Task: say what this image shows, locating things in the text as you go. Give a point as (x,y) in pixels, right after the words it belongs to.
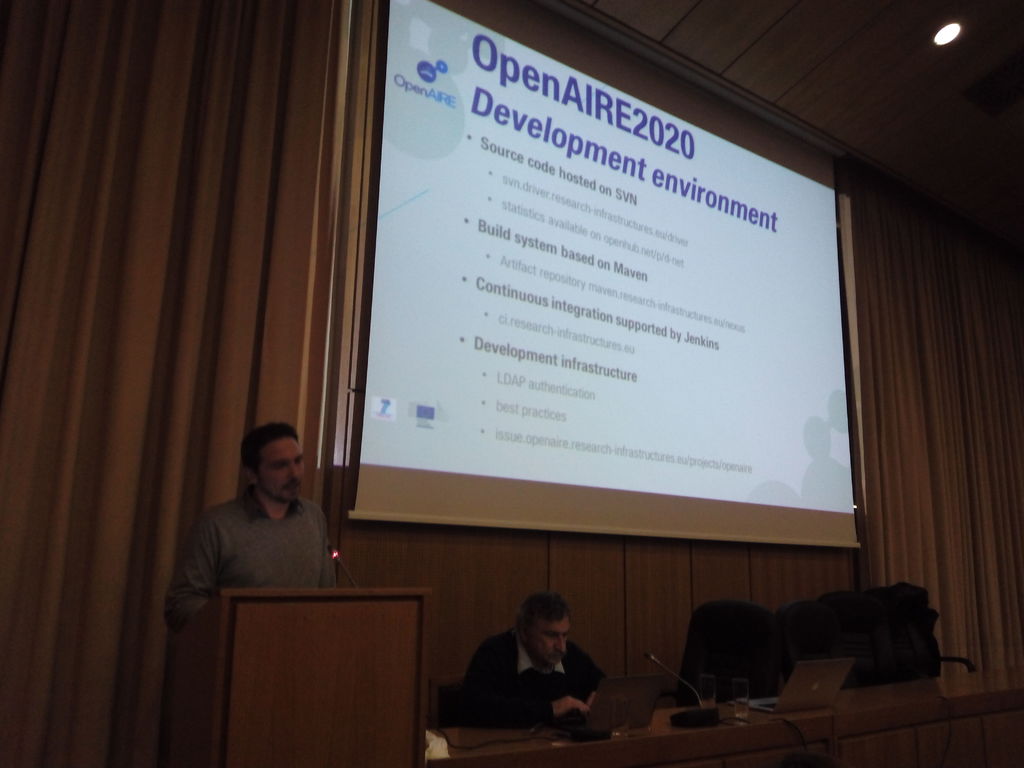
In this image I can see a desk (860,712) and a person (569,676) sitting in front of the desk (711,727). I can see few microphones (701,711) and few laptops (613,709) on the desk (756,718). I can see a person (259,551) standing in front of the podium (310,618). In the background (127,369) I can see the curtain (171,370), a huge screen (501,323), the ceiling (779,83) and a light (953,24) to the ceiling (912,53).
